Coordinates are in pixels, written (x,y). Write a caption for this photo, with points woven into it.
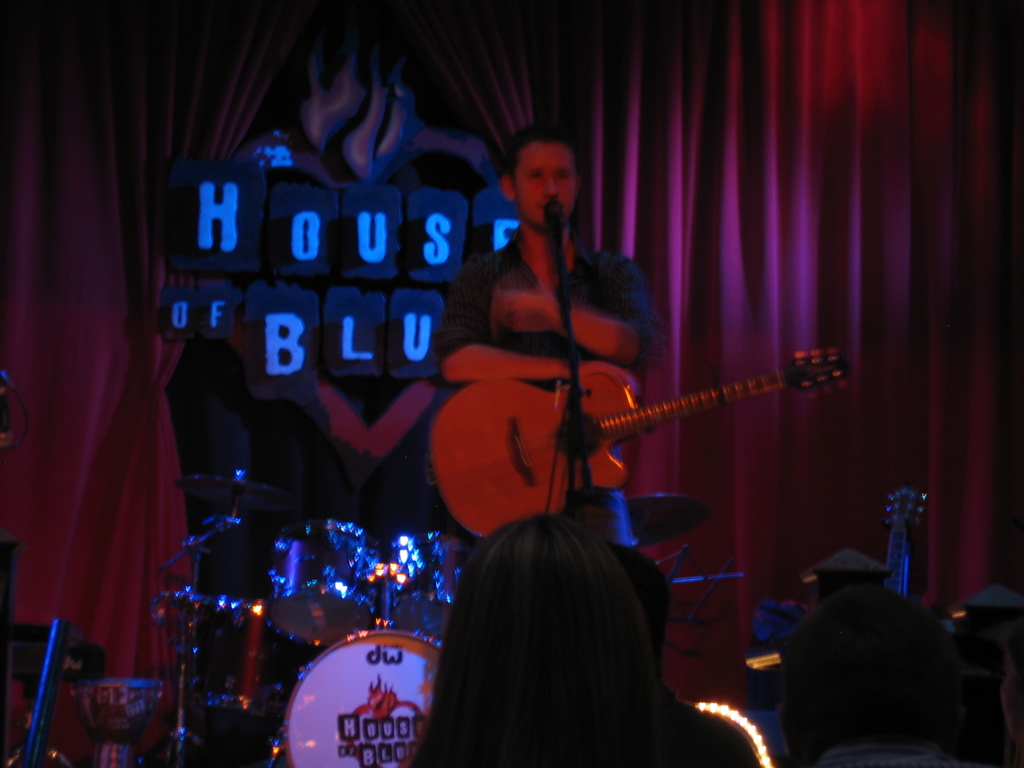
In the picture we can see a man (488,360) standing and singing the song in the microphone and holding a guitar (620,390) which is red in color, in the background (608,182) we can see a musical instruments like drums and also a red curtain (666,241) beside it there is a board (285,369) "HOUSE BLU."
